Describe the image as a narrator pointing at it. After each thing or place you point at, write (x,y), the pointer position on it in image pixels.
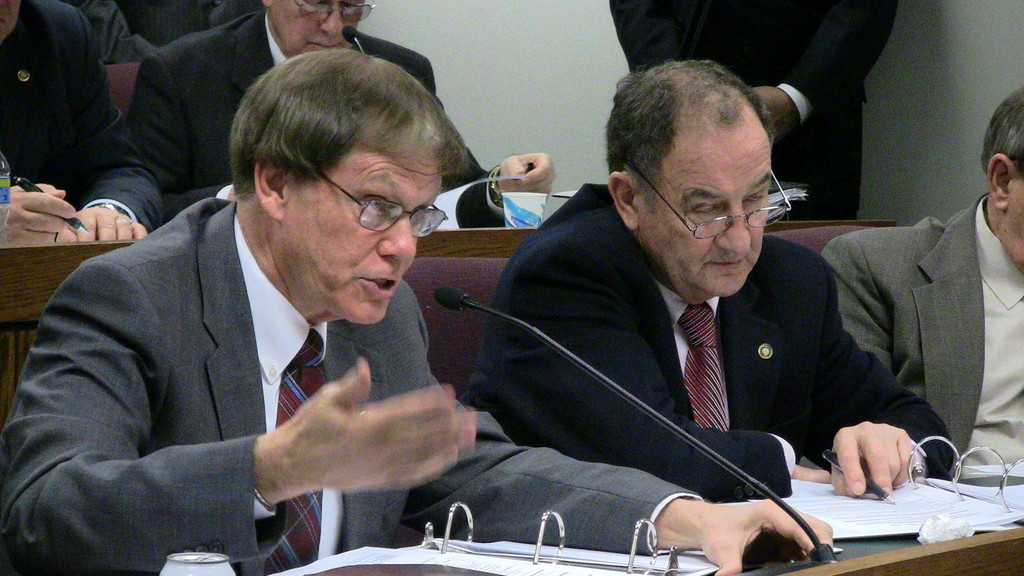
In this image we can see people (594,215) sitting. They are wearing suits (609,350). There are tables (758,544) and we can see books (656,549), mics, pens (834,455) and papers (906,525) placed on the tables (437,245). In the background (488,90) there is a wall (605,94) and we can see a man (829,103) standing.
